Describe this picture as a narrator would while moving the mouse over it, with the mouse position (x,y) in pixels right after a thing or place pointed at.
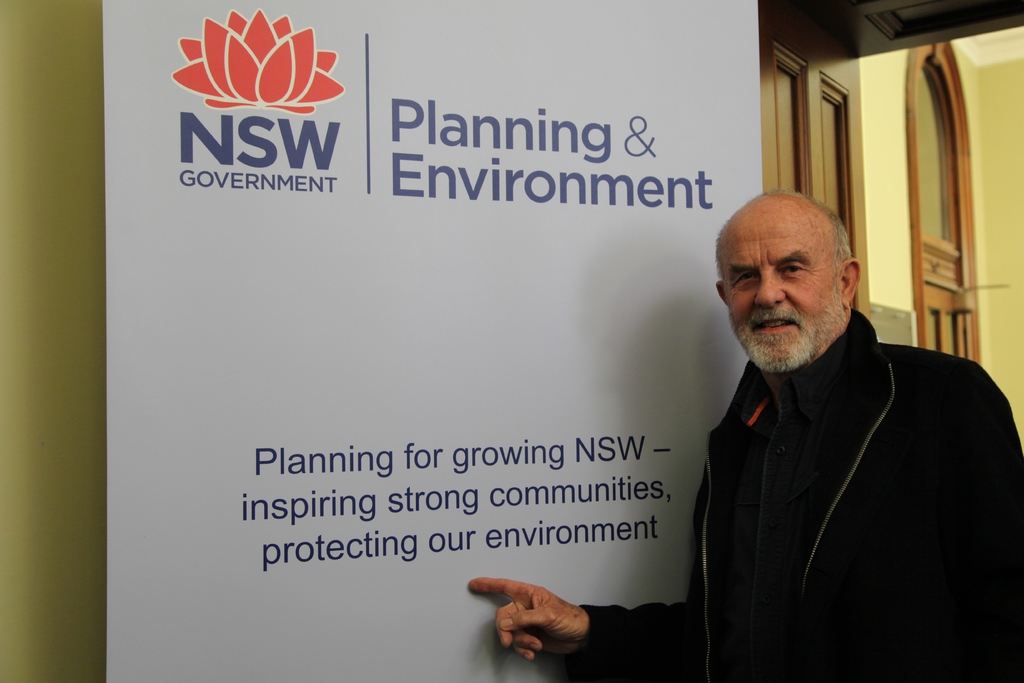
This person (874,391) wore black jacket (865,512) and pointing towards this white hoarding (374,428).
